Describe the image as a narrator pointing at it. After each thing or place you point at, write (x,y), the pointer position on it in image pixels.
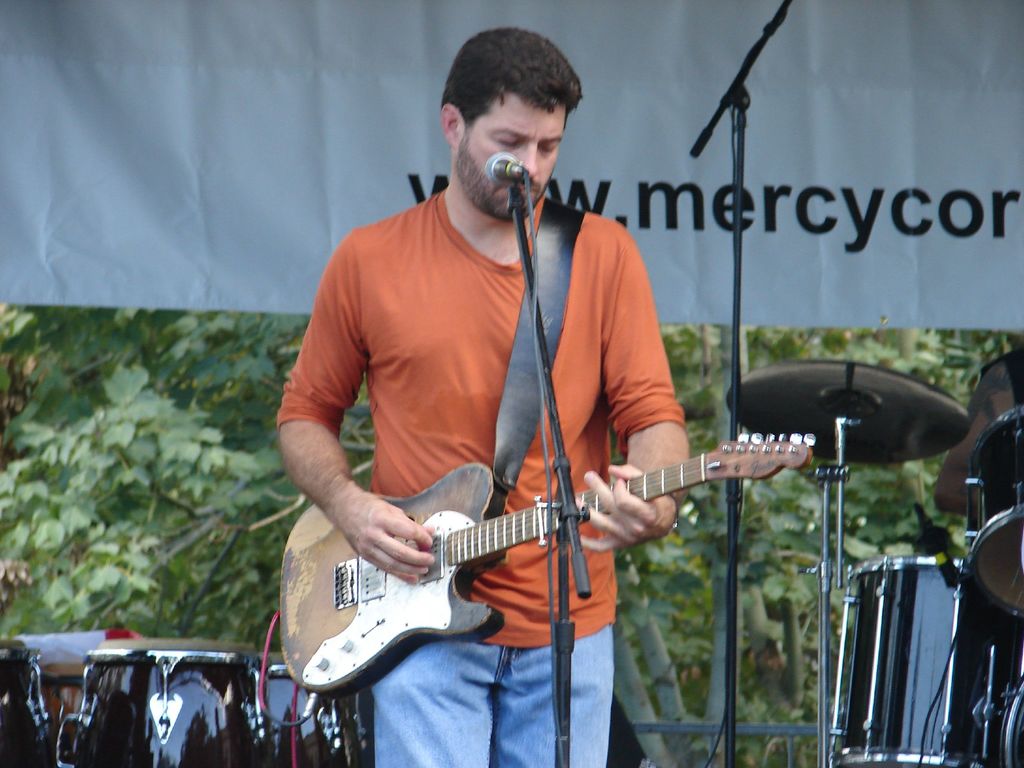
In this image there is a man (340,317) who is standing and playing the guitar (461,562) with his hand (394,547). At the background (37,672) there are drums (122,690), musical plate (898,396). In front of the man (380,537) there is a mic (504,172). At the background (142,399) there are trees (157,377) and a banner (151,124).
